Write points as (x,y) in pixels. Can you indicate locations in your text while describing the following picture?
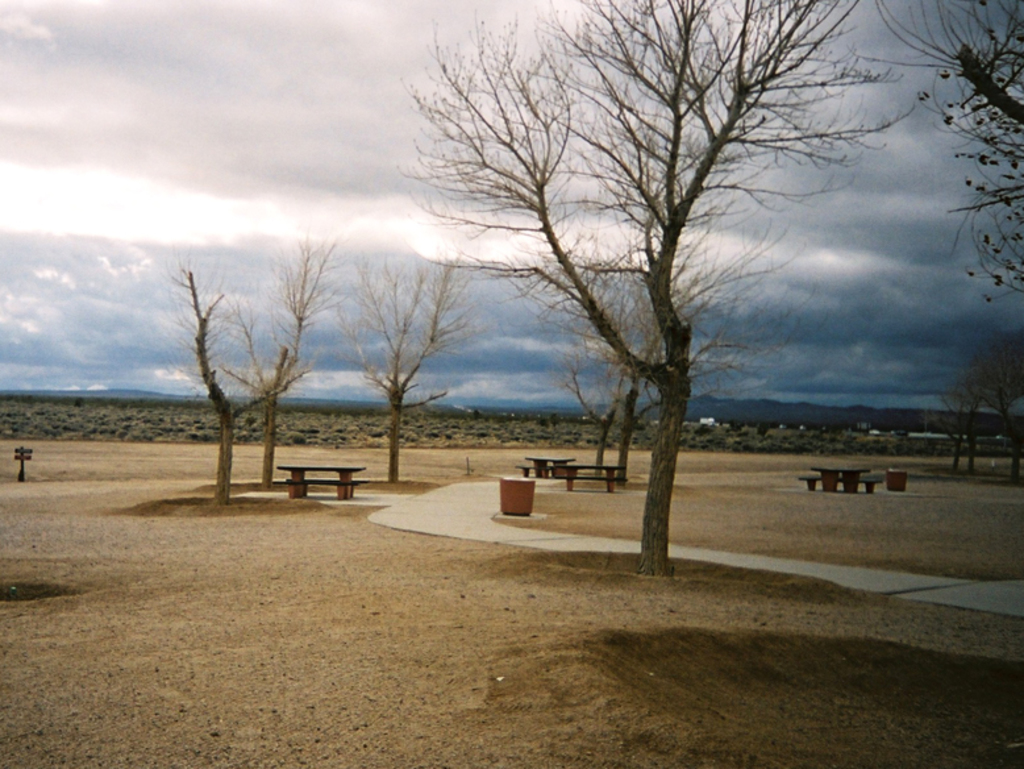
In this picture we can see some dry plants (675,447) on the ground (145,476). Behind there are some wooden benches (346,475) and walking path (489,497) in the middle of the ground (320,495). In the background (879,418) we can see mountains (864,416) and above cloudy sky (139,385).
